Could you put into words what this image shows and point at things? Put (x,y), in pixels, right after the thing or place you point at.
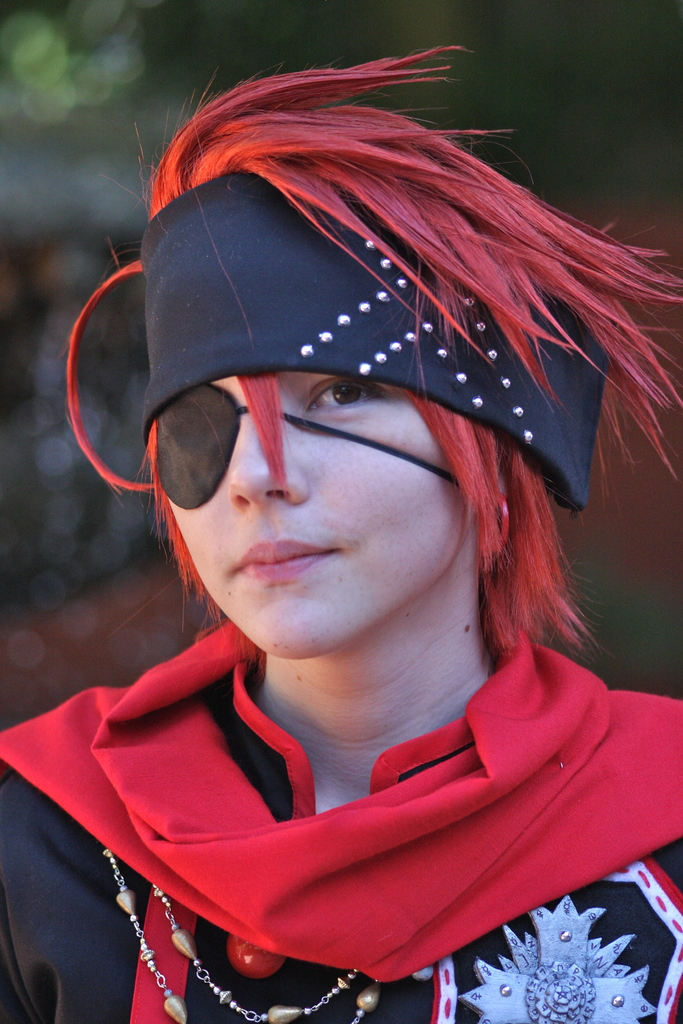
In this image we can see a person (344,898) wearing a costume (284,919) with red hair (520,308) and a black kerchief (302,329) tied on their head (312,319).
